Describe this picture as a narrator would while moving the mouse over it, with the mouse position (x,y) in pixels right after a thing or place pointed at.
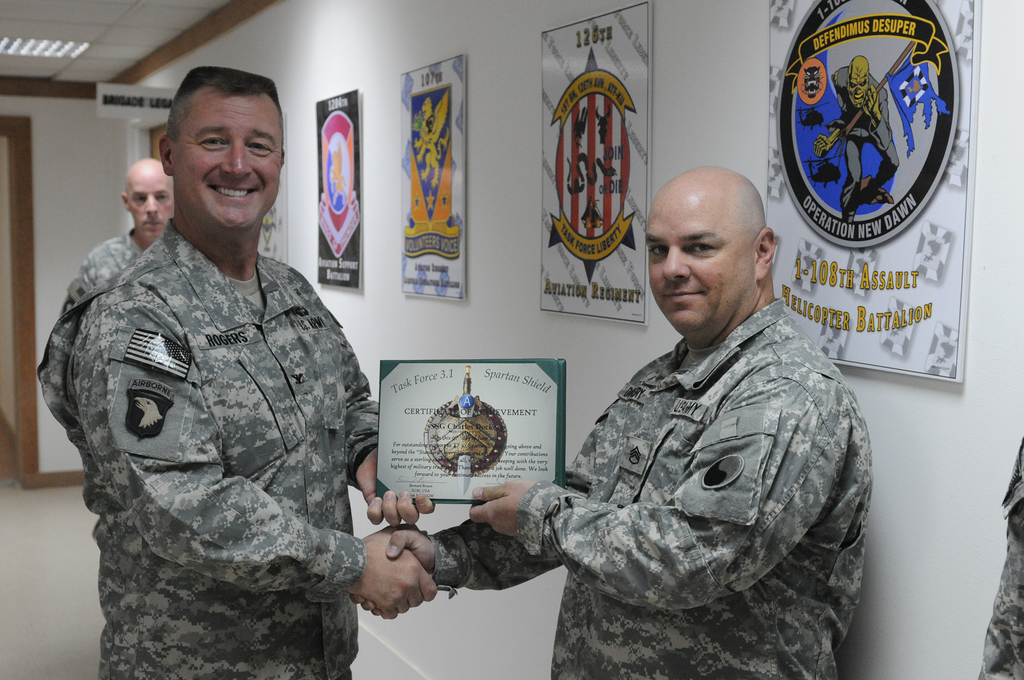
In this image we the people (331,415) standing. And we can see there are two persons (492,504) shaking their hands (424,540) and holding an object (469,416). In the background (509,116), we can see the wall (372,370) with boards (639,151) and we can see the logo (574,126) and text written on the poster (592,62). At the top (66,18) we can see the ceiling (103,40) with lights (80,54).
